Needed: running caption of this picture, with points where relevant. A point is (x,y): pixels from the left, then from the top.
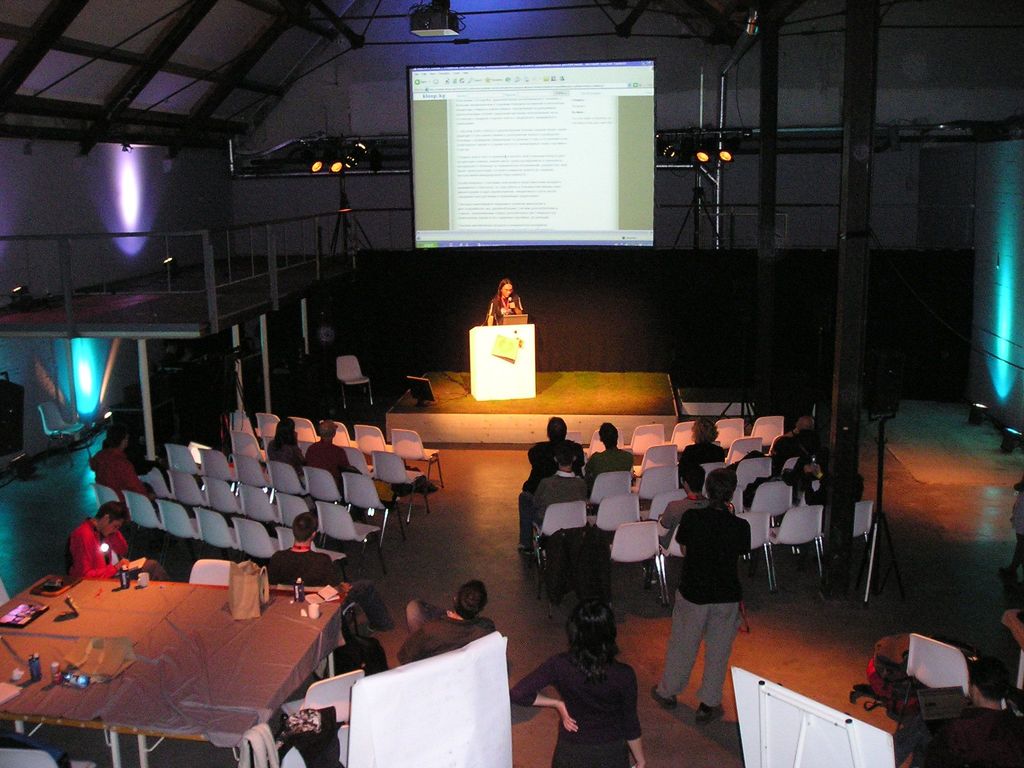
In the center of the image (505,287) we can see a lady (505,301) standing and holding a mic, before her there is a podium (492,340). At the bottom (113,745) there is a table (202,735), boards (768,747) and chairs (634,546). We can see people (289,451) sitting and some of them are standing. In the background (591,209) there is a screen (458,205) and lights (126,194) and we can see some objects (2,621) placed on the table (169,668).
